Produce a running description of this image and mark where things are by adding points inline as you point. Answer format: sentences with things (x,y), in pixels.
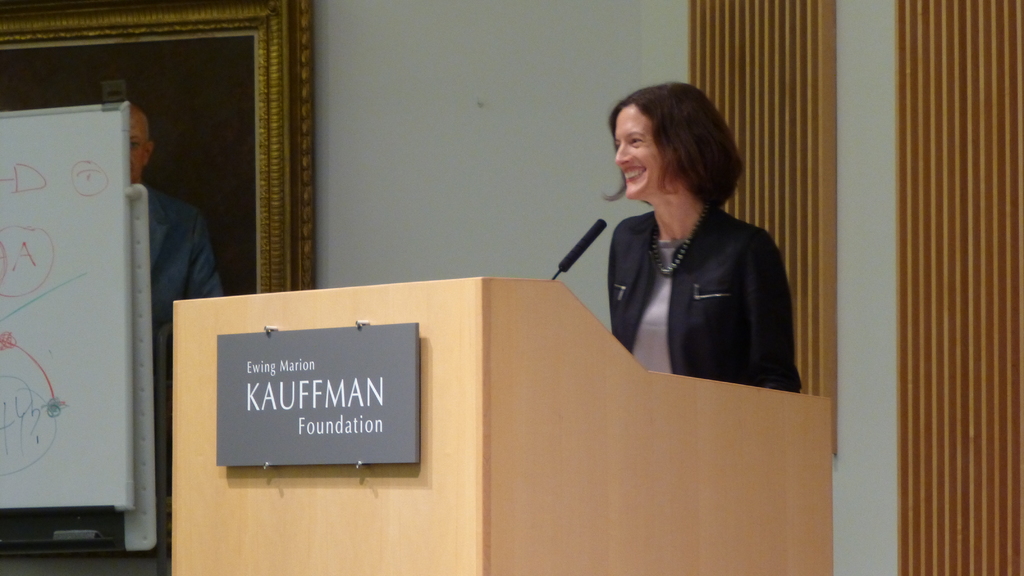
This is the woman (663,235) standing and smiling. This looks like a podium (598,404) with a mike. I can see the photo frame (222,110), which is attached to the wall (361,140). This is a whiteboard (127,391). I can see a name board (327,447), which is attached to the podium (559,377). This is the wall (865,90).
